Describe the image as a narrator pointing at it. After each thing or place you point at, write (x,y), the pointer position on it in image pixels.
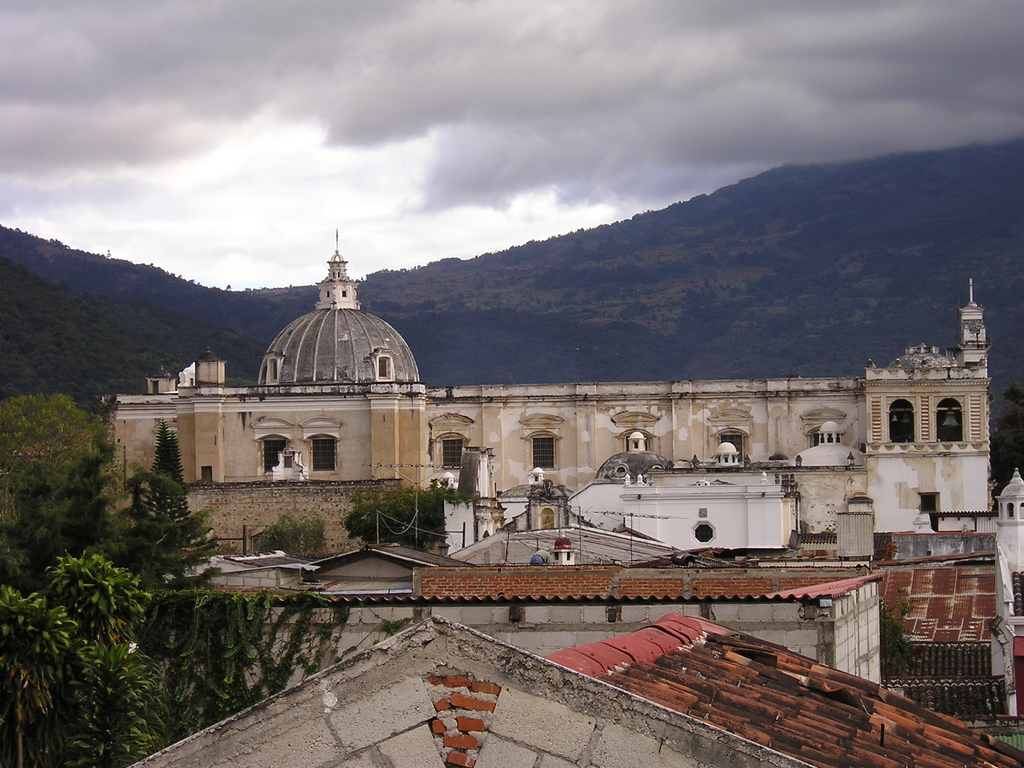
In the center of the image (575,441) we can see building (488,443). At the bottom of the image (671,635) we can see house (449,673). On the left side of the image (31,681) we can see trees (63,515). In the background (404,328) we can see hills (538,282), trees (41,284), sky (288,284) and clouds (274,213).
